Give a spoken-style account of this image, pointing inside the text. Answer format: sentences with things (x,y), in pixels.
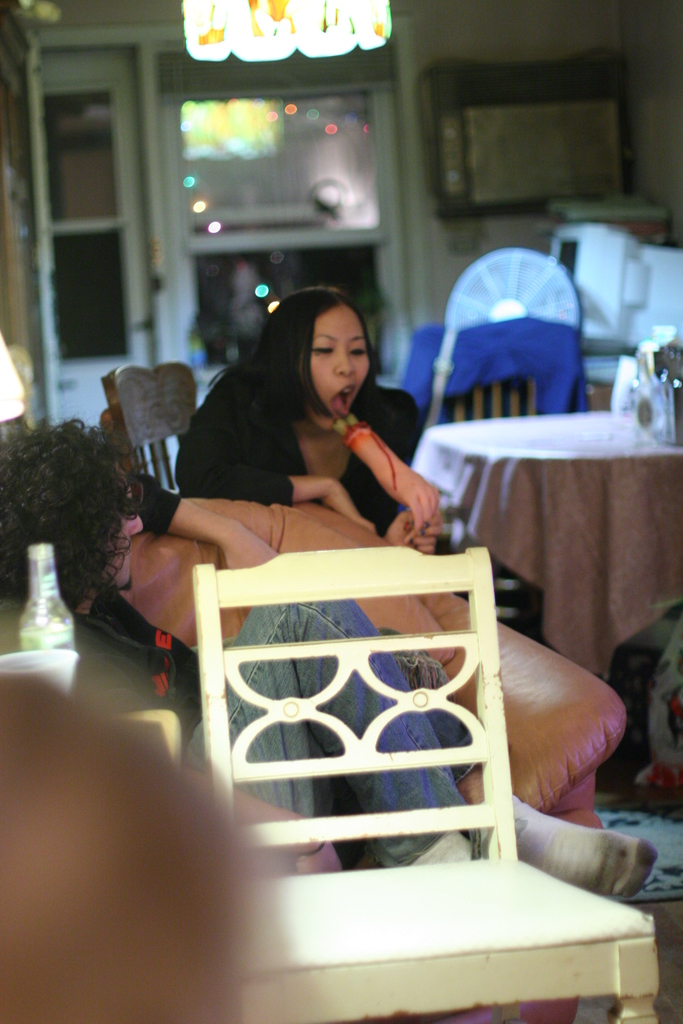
In this image I can see few people (355,344) are sitting. I can also see few chairs (378,947), a table (550,500) and in the background (557,227) I can see a monitor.
